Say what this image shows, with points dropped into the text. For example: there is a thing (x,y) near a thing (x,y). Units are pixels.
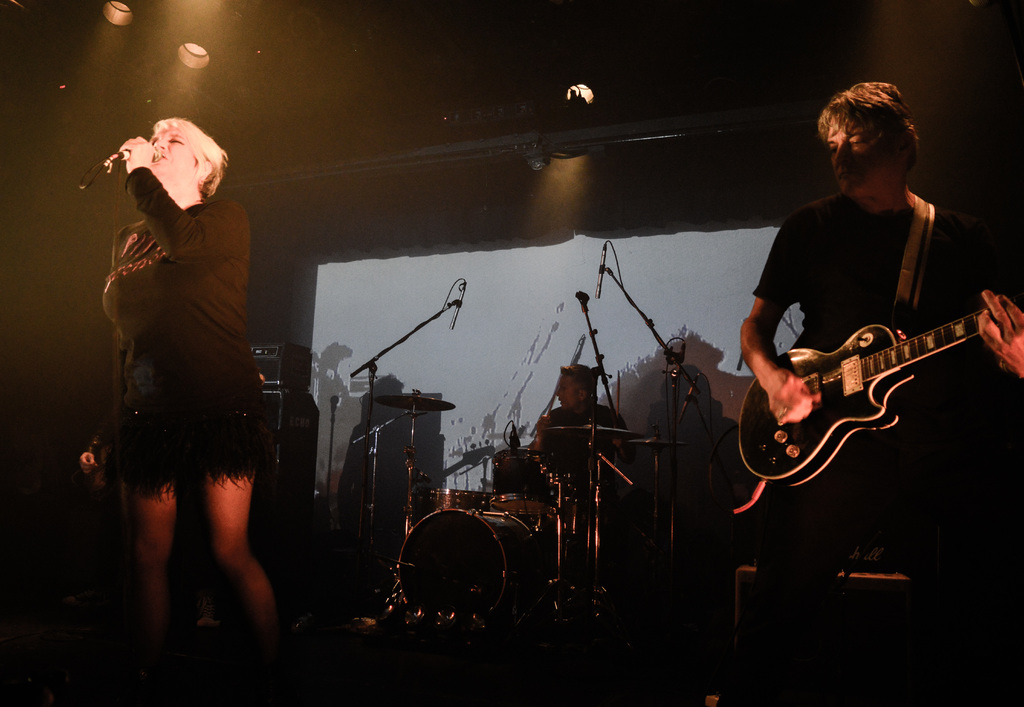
A woman (164,305) in black dress (144,227) is singing holding a mic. A person (841,280) is playing a guitar (845,379). In the background (580,417) a person (553,439) is playing drums (475,488). There is a banner (394,280) in the background (478,294). There are lights (186,55) in the ceiling (138,37).
